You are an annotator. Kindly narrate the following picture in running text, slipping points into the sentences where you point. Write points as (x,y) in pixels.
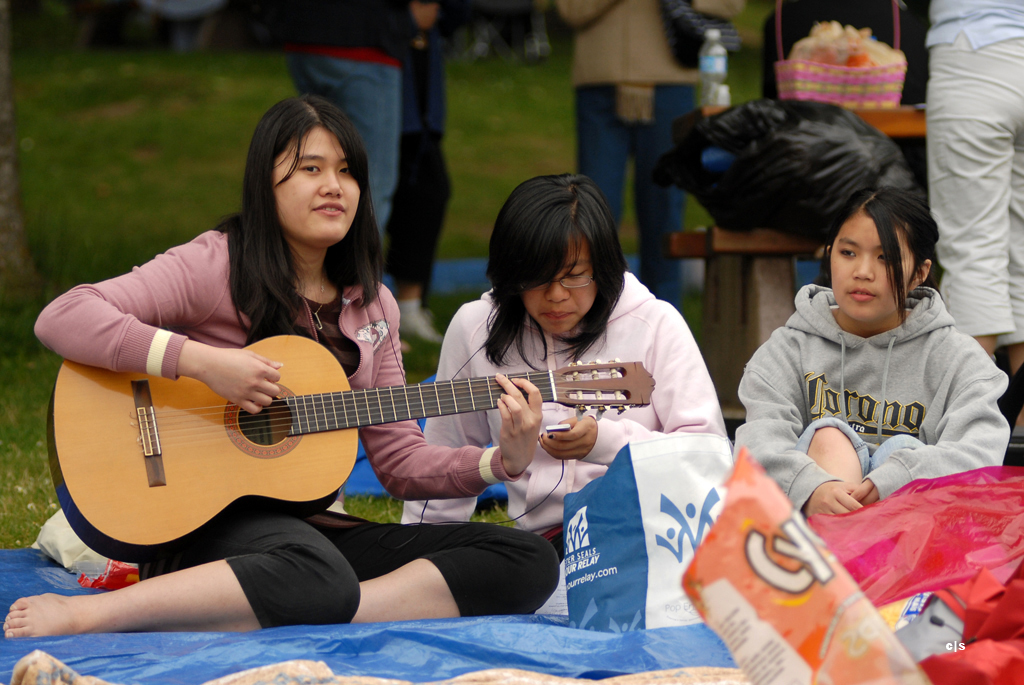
In Front (274,548) portion of the picture we can see three women (261,553) sitting. This woman (254,537) is sitting and playing a guitar (323,434). On the background of the picture (371,88) we can see few persons (636,73) standing. This is a table (896,110) and on the table (875,116) we can see a black cover (776,147), a bottle (709,58) and a basket (812,97). this is a green grass (138,183). This is a snacks packet (788,613).
